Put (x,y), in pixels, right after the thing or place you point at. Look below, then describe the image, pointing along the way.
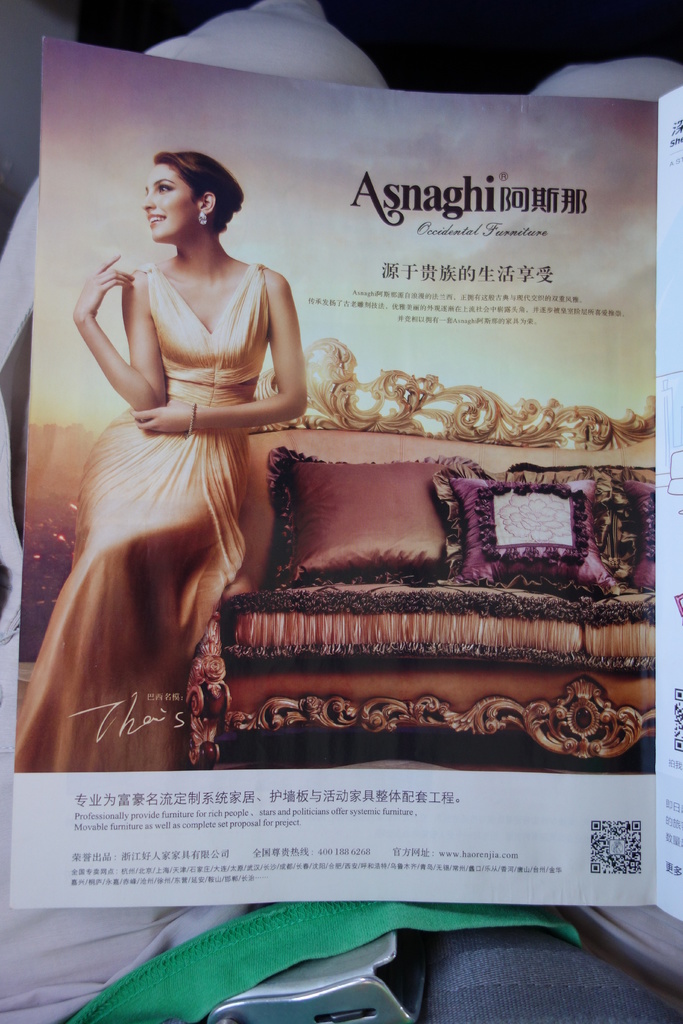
In this picture we can see a pamphlet (521,107) of asnaghi furniture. The model (221,453) is wearing a beautiful golden gown (229,346) and the sofa (385,436) is a Golden one with pink and purple cushions (558,535) on it. Here we have scanning code/QR code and the pamphlet (591,893) is kept on a person's lap (48,918).
